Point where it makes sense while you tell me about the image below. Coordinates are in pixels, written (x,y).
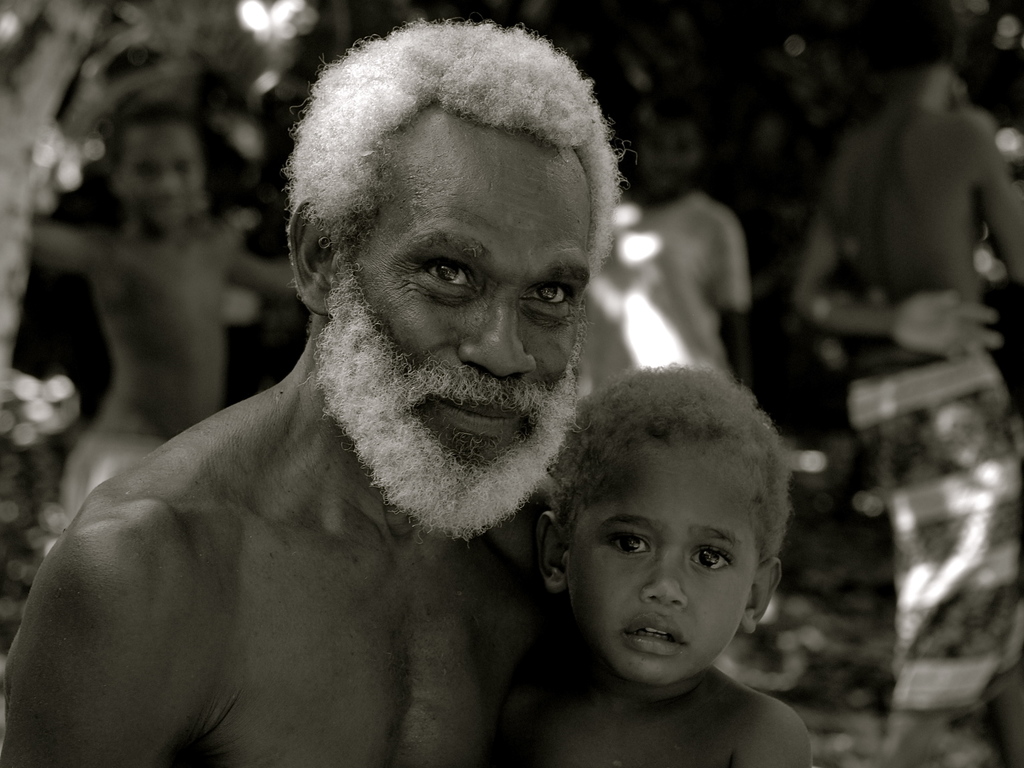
This is a black and white pic. Here we can see a man (411,632) and a boy (665,658) together. In the background (237,43) the image is blur but there are few persons (222,227) and some other objects (776,90).
